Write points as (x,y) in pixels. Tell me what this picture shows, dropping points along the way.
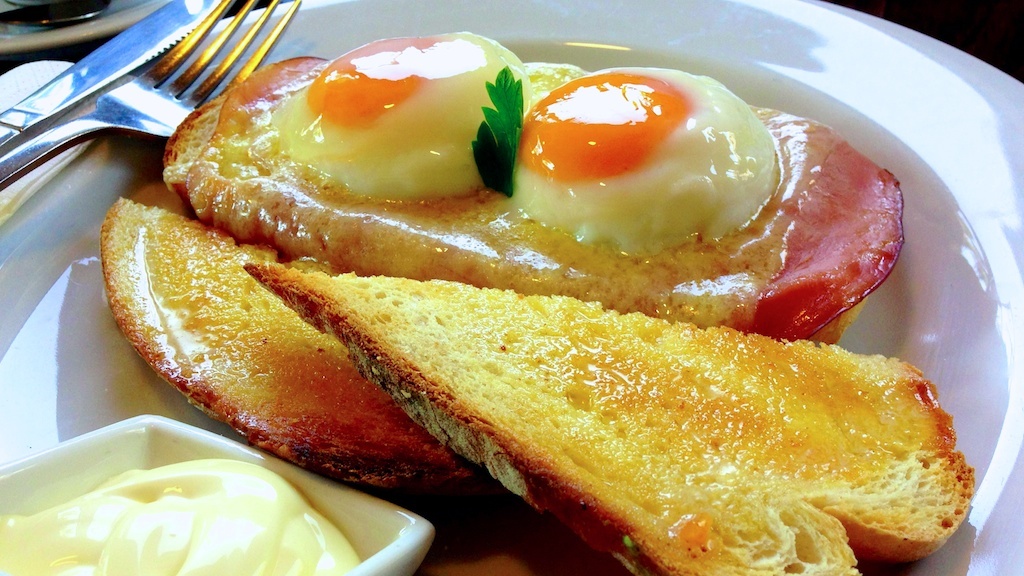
This is a zoomed in picture. In the center (415,200) we can see a white color plate (950,75) containing some food items (365,435). On the left (156,96) we can see a fork (129,106), a knife (118,53) some other items (90,31).
